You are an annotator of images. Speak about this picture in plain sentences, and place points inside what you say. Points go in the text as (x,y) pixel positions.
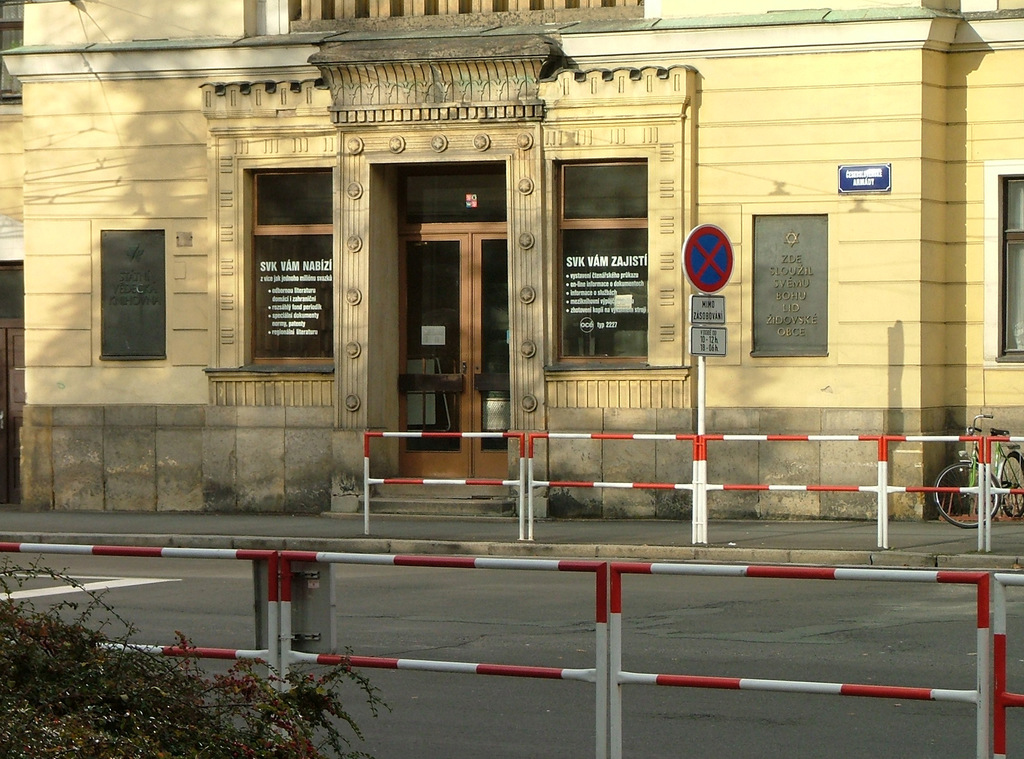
In this image we can see a building (637,190). There is some text (597,282) written on the glasses (585,278) of the building (386,319). There is a bicycle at the right side of the image (943,501). There is a sign board (701,288) in the image. We can see a board (863,183) on the wall (840,202) of the building (905,152). There are few barriers (987,516) in the image. There is a plant (108,679) at the leftmost (136,731) bottom of the image (152,755).
